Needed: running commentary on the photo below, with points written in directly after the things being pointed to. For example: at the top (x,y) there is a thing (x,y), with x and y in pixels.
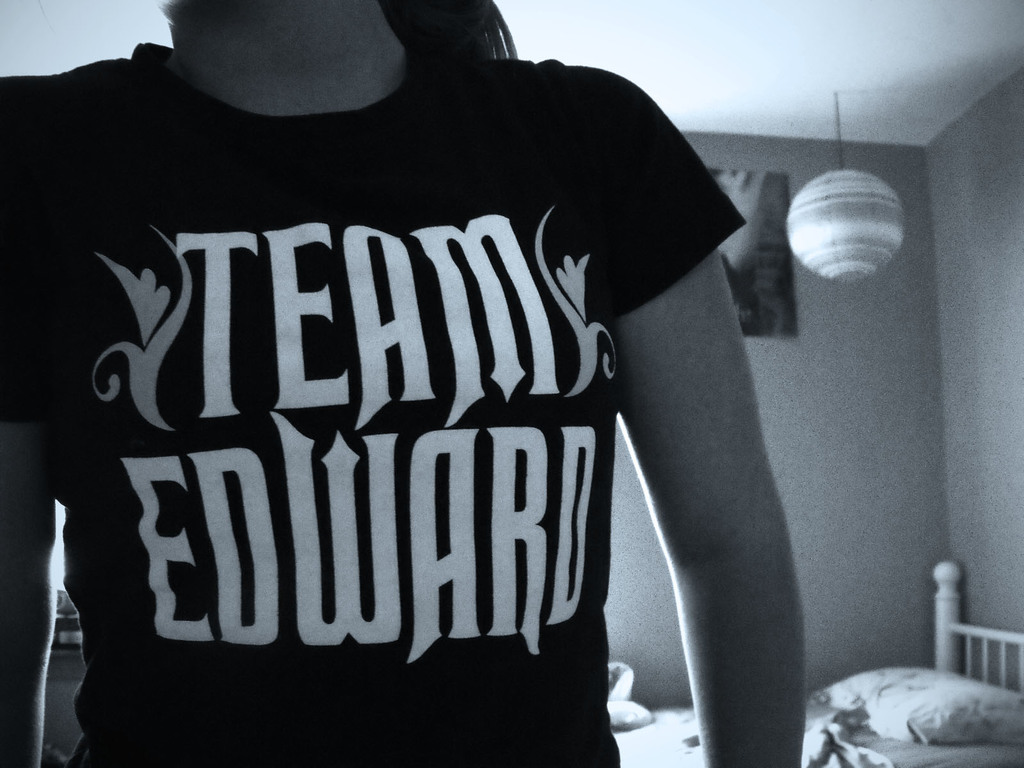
In this image there is a person (287,379), the person (291,427) is wearing a T-shirt (287,379), there is text (296,534) on the T-shirt (305,397), there is a bed (984,666) towards the bottom of the image (983,726), there is a pillow (900,708) on the bed (887,741), there are objects (823,749) on the bed (869,749), there is a wall (855,485) towards the right of the image (869,471), there is an object (758,230) on the wall (753,152), there is roof (741,49) towards the top of the image (806,76), there is an object (844,177) hangs from the roof (844,110).
